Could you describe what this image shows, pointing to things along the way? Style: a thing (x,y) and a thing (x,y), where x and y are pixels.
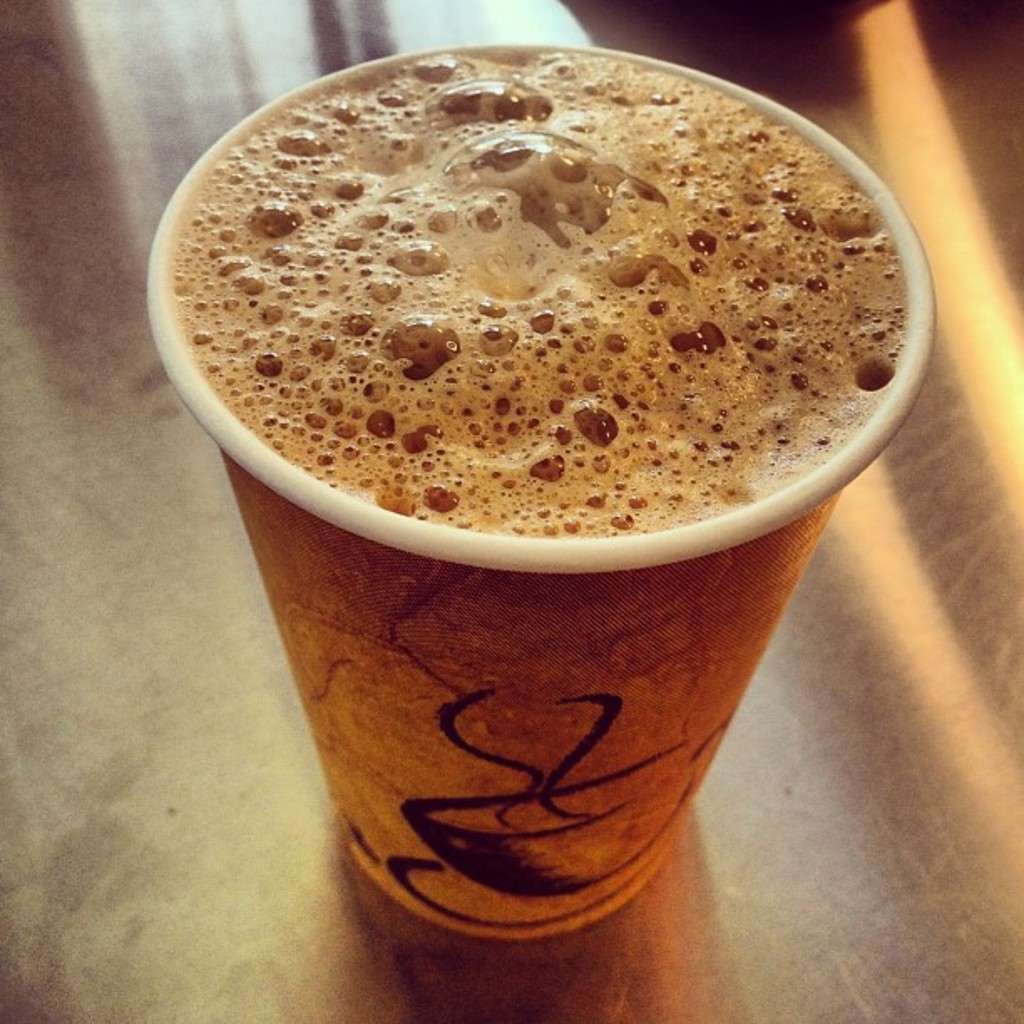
In this image I can see a cup (540,635), in the cup (474,919) I can see brown color liquid (468,284) and the cup (342,767) is on the table (252,830).
